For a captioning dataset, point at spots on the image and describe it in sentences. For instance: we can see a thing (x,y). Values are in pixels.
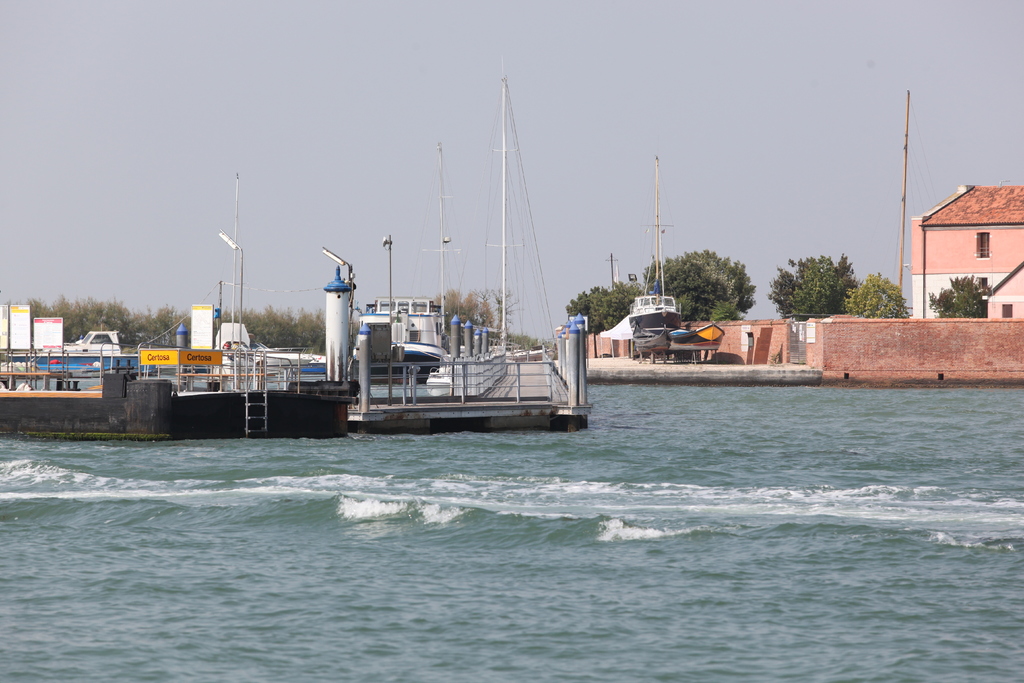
In the picture we can see water (579,533) which is blue in color with white tides (618,486) on it and near it we can see a path (225,401) with railing (519,369) around it with some poles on it and besides we can see a compound wall (1002,381) with a house building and behind it we can see some trees (880,307), poles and sky (494,226).
